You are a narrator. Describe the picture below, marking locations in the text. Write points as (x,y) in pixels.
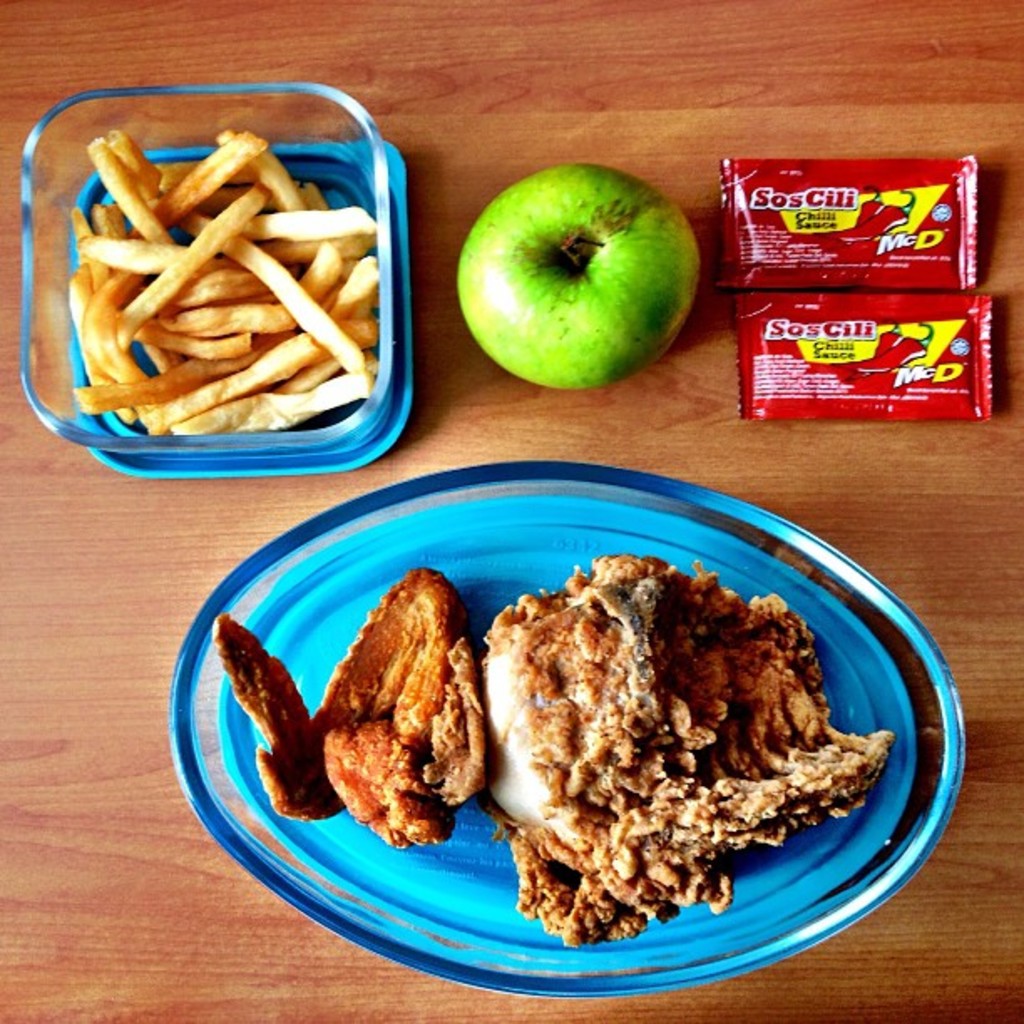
In this image we can see a green apple (659,215), sauce packets (837,215), a bowl (49,389) of french fries (354,315) and also a plate (333,818) of food (475,679). In the background (452,161) we can see the wooden surface (896,557).
